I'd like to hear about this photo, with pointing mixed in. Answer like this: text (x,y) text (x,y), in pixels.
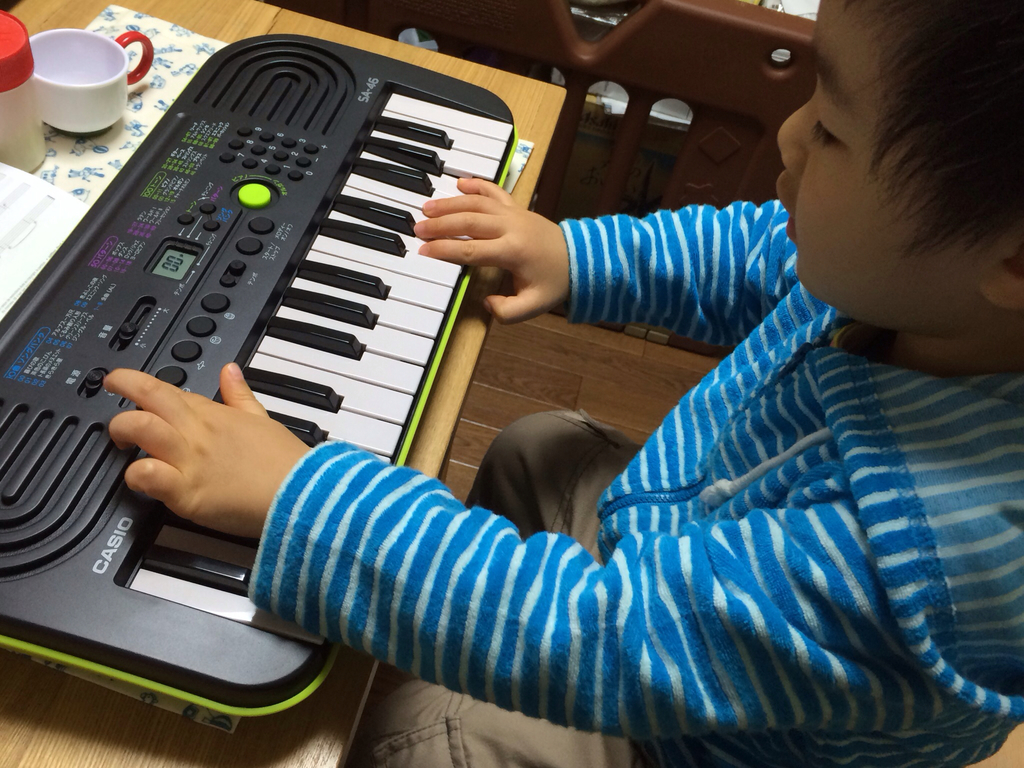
In this picture a kid (934,320) wearing a blue shirt (908,386) is playing a piano (225,234) which is named as CASIO and cup (70,80) and container (18,80) are on the table (250,29) in the background (119,88) and there is brown color gate (692,79).
